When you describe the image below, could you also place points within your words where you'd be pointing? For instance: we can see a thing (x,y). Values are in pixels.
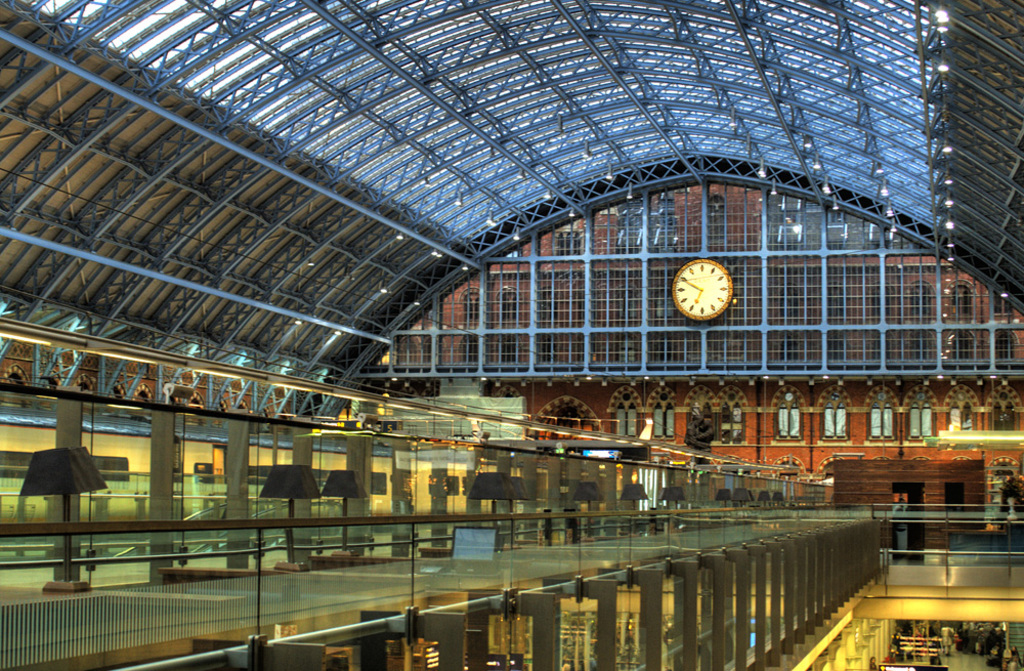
In this image, we can see glass railings (584,576), pillars (780,552), lamps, walls (920,477), building (822,466), windows (714,333), clock (719,300), statue (701,424). Top of the image (609,185), we can see a roof (374,119) with rods (505,135) and lights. Right side (1014,646) bottom corner, we can see few people (962,645) on the floor (971,664).
